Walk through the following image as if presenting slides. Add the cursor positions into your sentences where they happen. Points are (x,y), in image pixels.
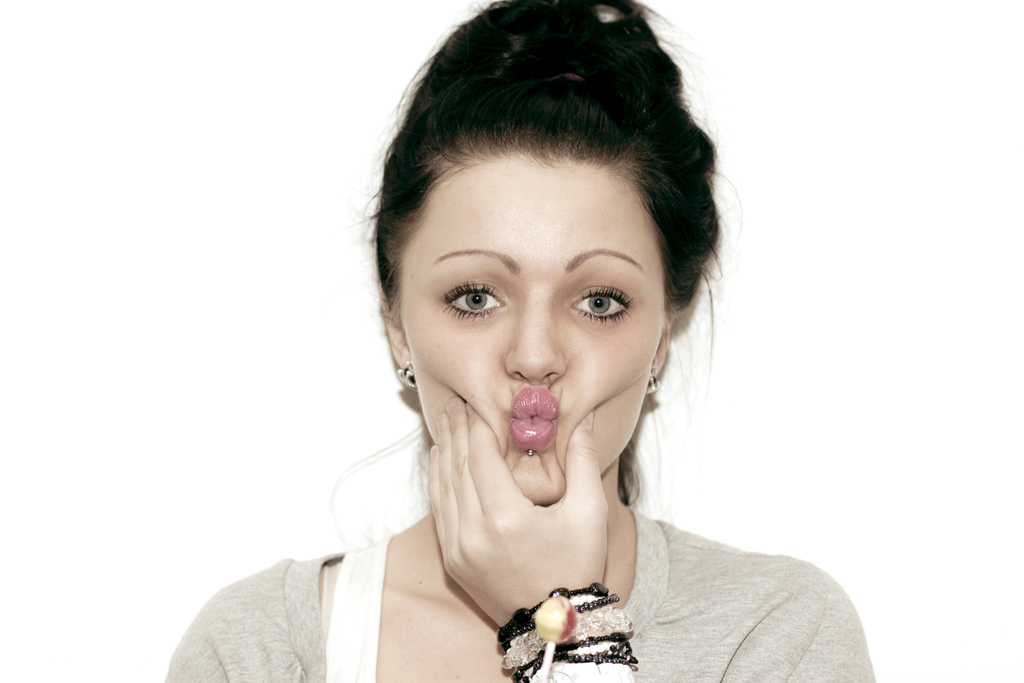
In this picture I can see a woman (542,447) holding her cheeks (425,429), there is a lollipop (551,623), and there is white background (367,108).
